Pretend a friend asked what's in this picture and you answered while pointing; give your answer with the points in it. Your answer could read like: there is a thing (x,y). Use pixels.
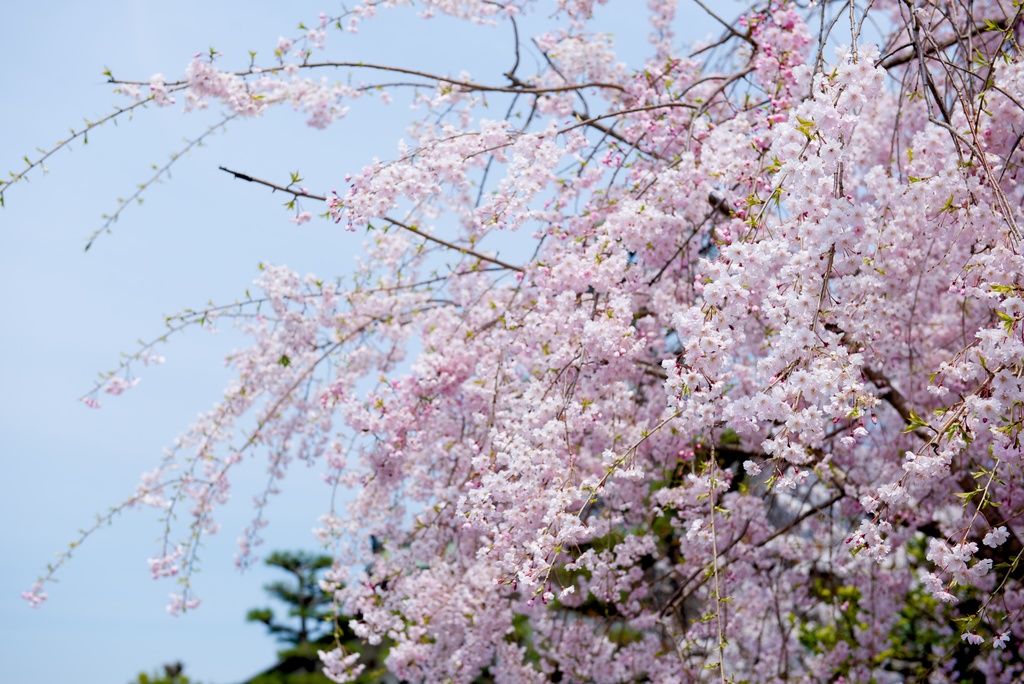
In this image we can see one tree (877,275) with flowers (802,603), some trees (907,637) in the background (559,567). In the background (112,665) there is the sky (102,280) and the background (311,643) is blurred.
